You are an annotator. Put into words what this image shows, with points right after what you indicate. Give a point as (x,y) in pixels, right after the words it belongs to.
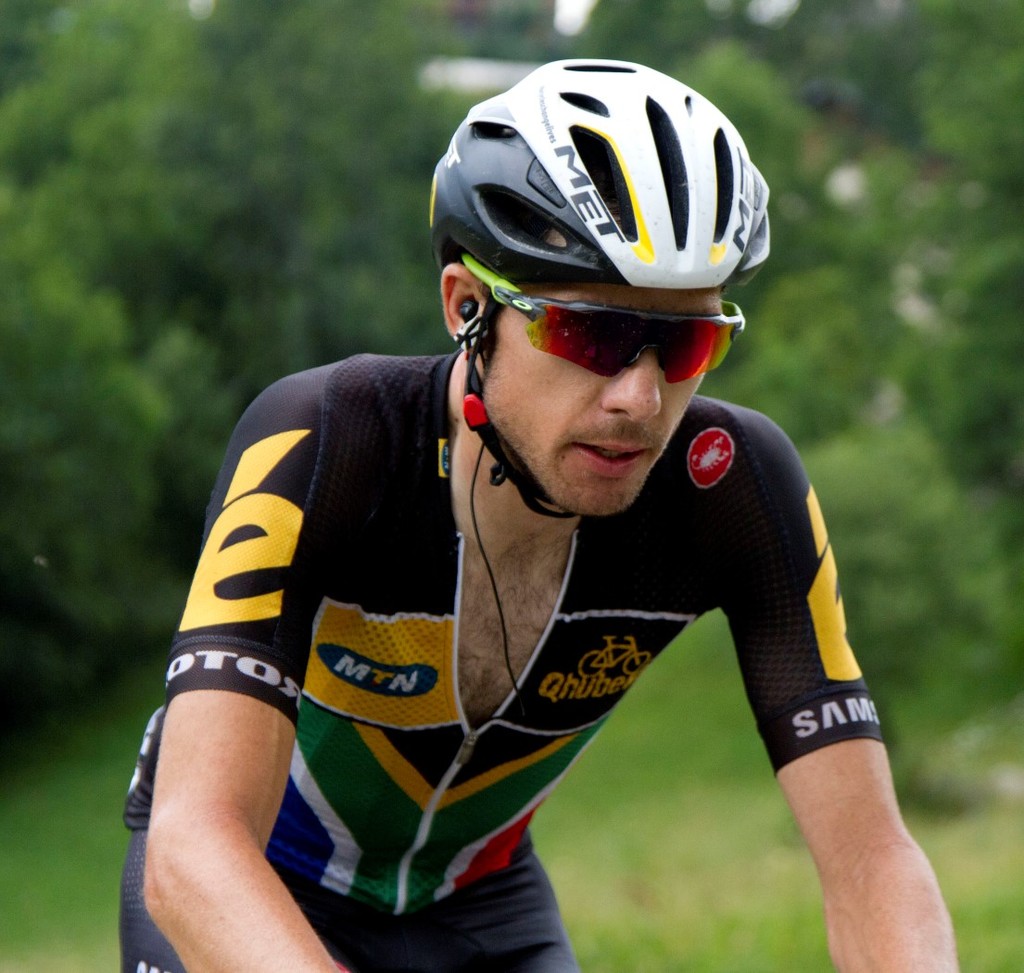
In this image there is a man (866,891), he is wearing a helmet (517,169), he is wearing goggles (641,322), there is a wire (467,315), at the background of the image (421,331) there are trees (205,465).
